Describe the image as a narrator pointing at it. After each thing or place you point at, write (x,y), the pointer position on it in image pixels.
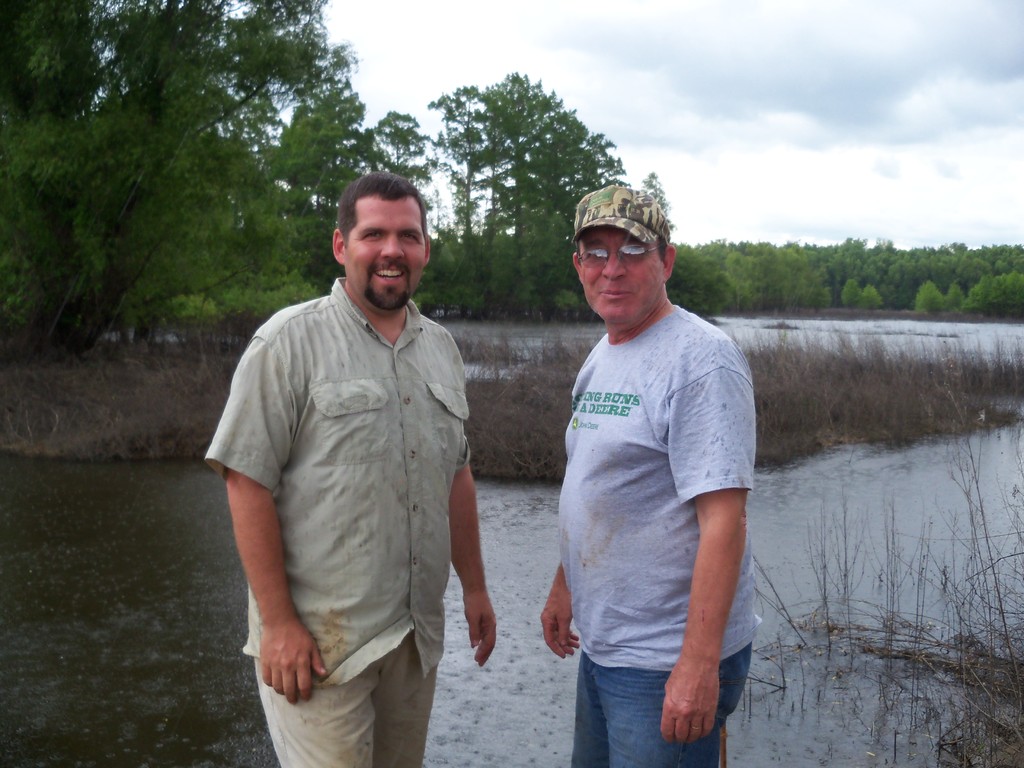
In the center of the image (369,361) we can see two people (402,628) standing and smiling. In the background (864,479) there is a lake (846,466), trees (842,249) and sky (843,131).
